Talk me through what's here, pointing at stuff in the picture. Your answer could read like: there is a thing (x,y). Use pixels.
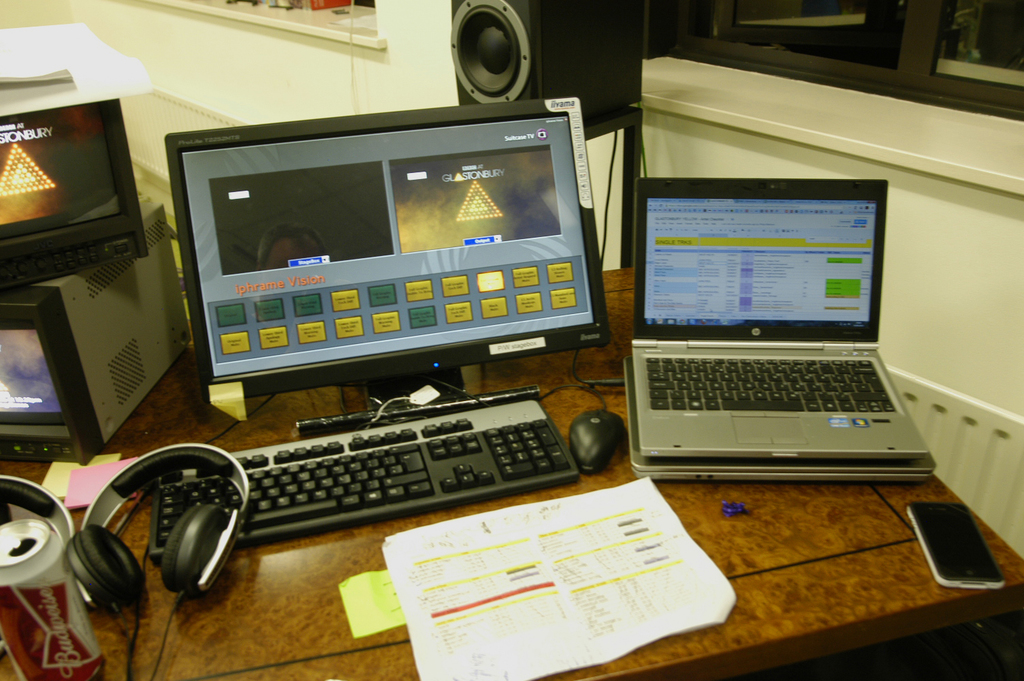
There is a table (545,494) which has a desktop (418,220), keyboard (459,480), mouse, laptop (708,392), mobile phone (964,559), paper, head phones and a tin (41,598) and some other objects (75,374) on it and there is a speaker (486,65) and the wall (413,80) is white in color in the background (429,77).
